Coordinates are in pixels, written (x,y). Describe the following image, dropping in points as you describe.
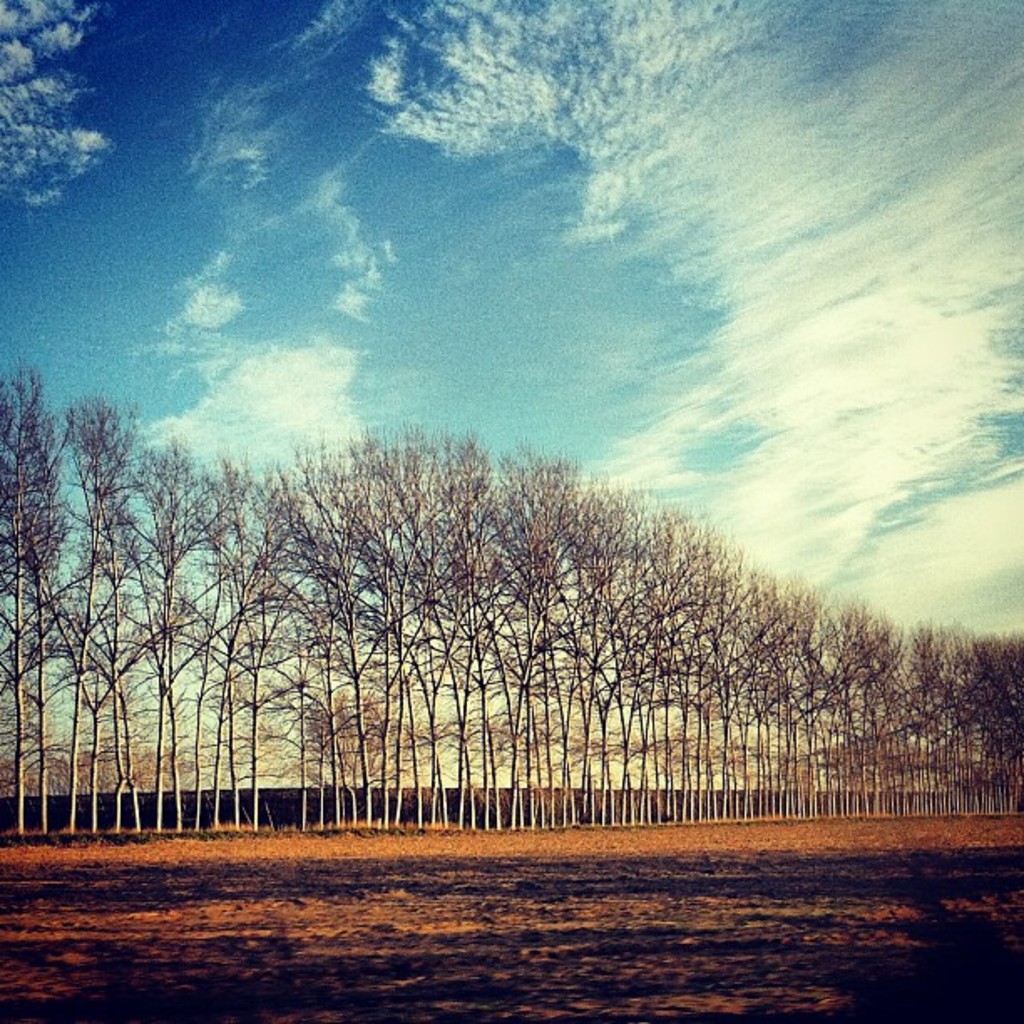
In this image, we can see trees (791,627). At the top (515,185), there are clouds (727,292) in the sky (209,139) and at the bottom (409,885), there is ground (404,975).
